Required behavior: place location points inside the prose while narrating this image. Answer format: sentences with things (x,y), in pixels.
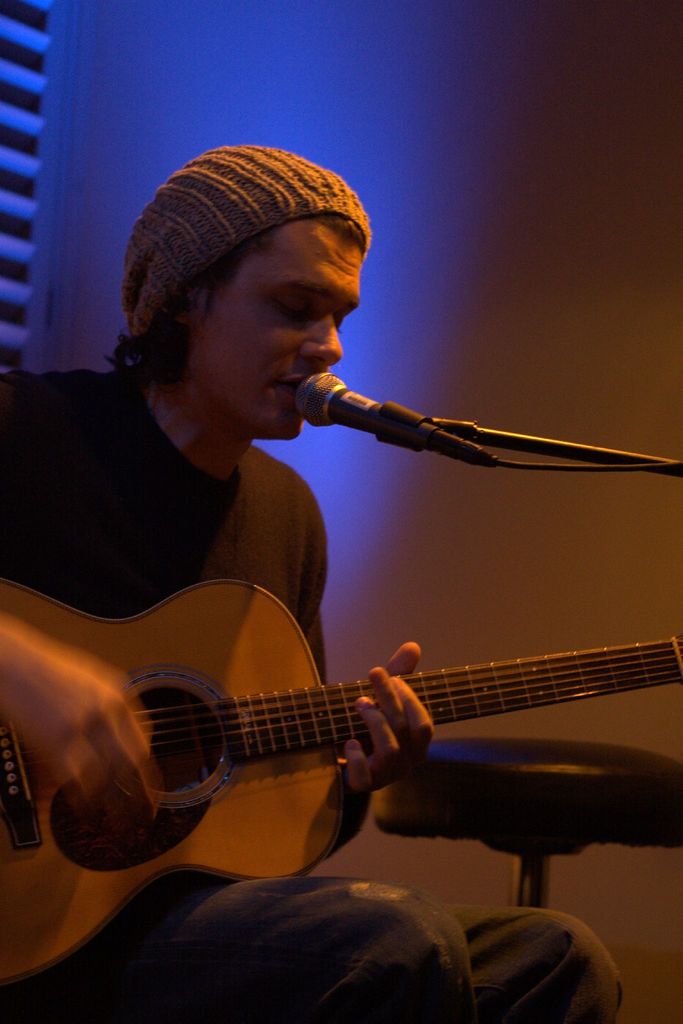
In this image I can see a man (287,479) playing guitar (36,933). I can also see a mic (328,400) in front of his mouth (300,382).
